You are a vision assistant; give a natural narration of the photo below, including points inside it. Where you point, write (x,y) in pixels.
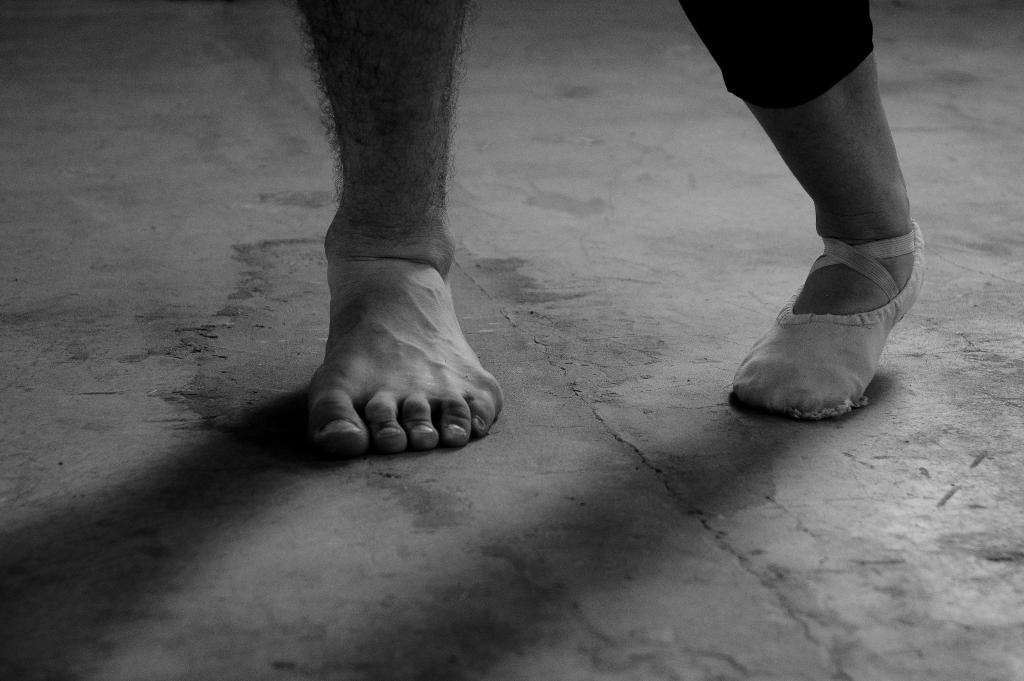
In this picture we can see the legs (854,278) of two people (377,261) on the ground (259,278).
